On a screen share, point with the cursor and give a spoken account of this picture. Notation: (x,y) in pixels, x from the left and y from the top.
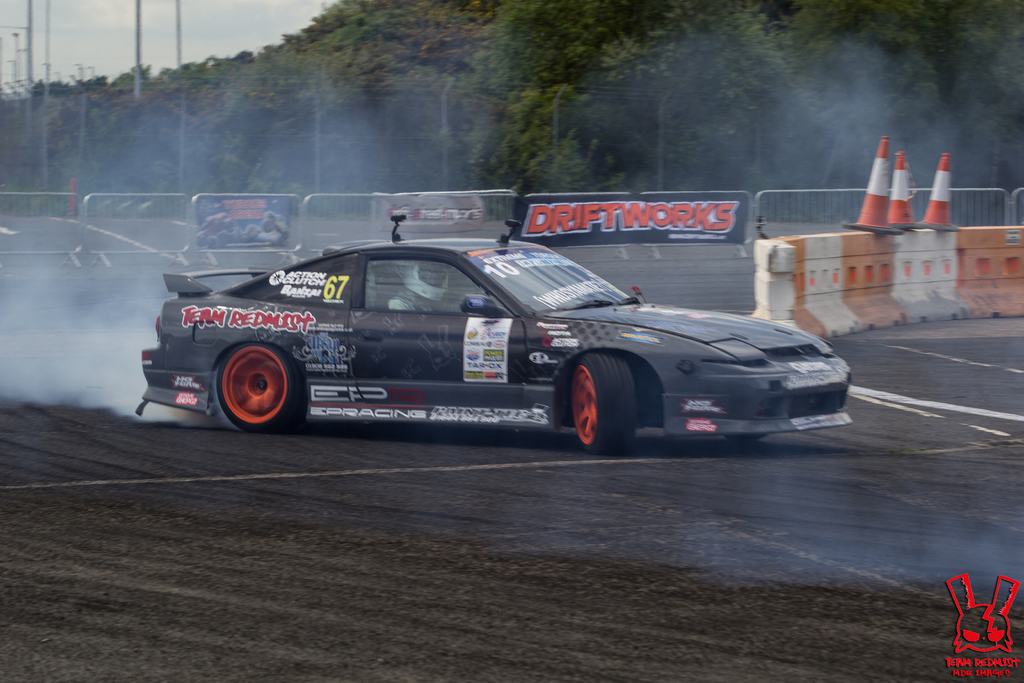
In this picture I can see a vehicle (175,379) on the road (269,501), side there are some banners (649,220), fencing (343,122) and background (383,59) I can see some trees (370,88).
